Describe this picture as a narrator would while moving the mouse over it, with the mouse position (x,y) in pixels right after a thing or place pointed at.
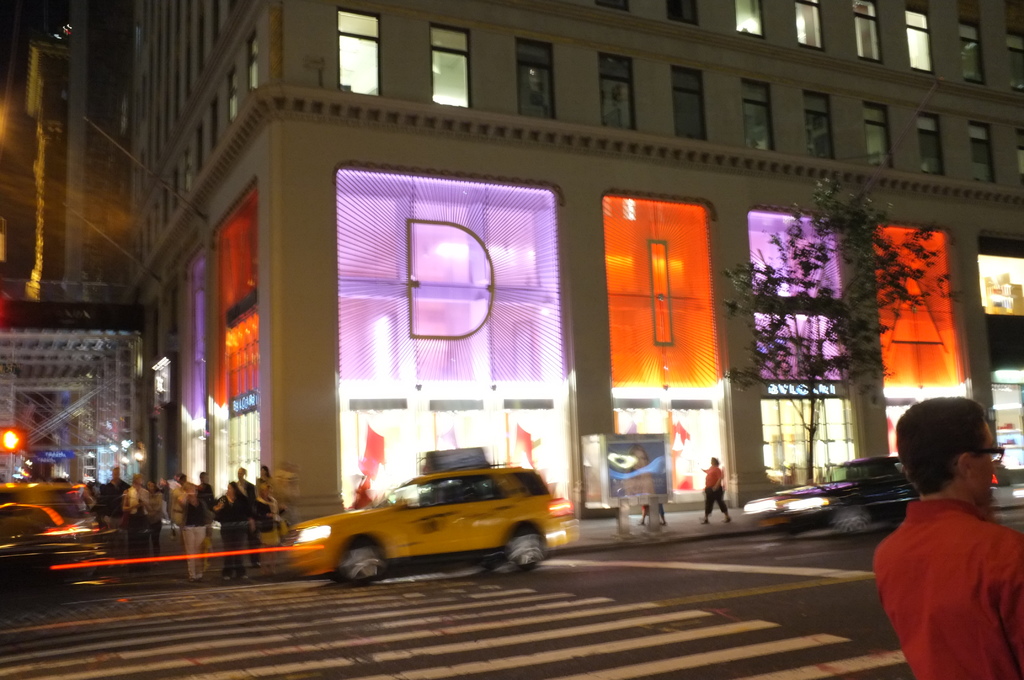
In this image I can see, on the right side (978,487) there is a man (948,578). He wore spectacles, shirt (938,561). In the middle (365,450) a yellow color car (525,495) is moving on the road (537,568) and there is a very big building (428,212). On the right side (865,266) there is a tree (789,305), on the left side (206,509) few people (202,533) are walking on this road (206,580).
